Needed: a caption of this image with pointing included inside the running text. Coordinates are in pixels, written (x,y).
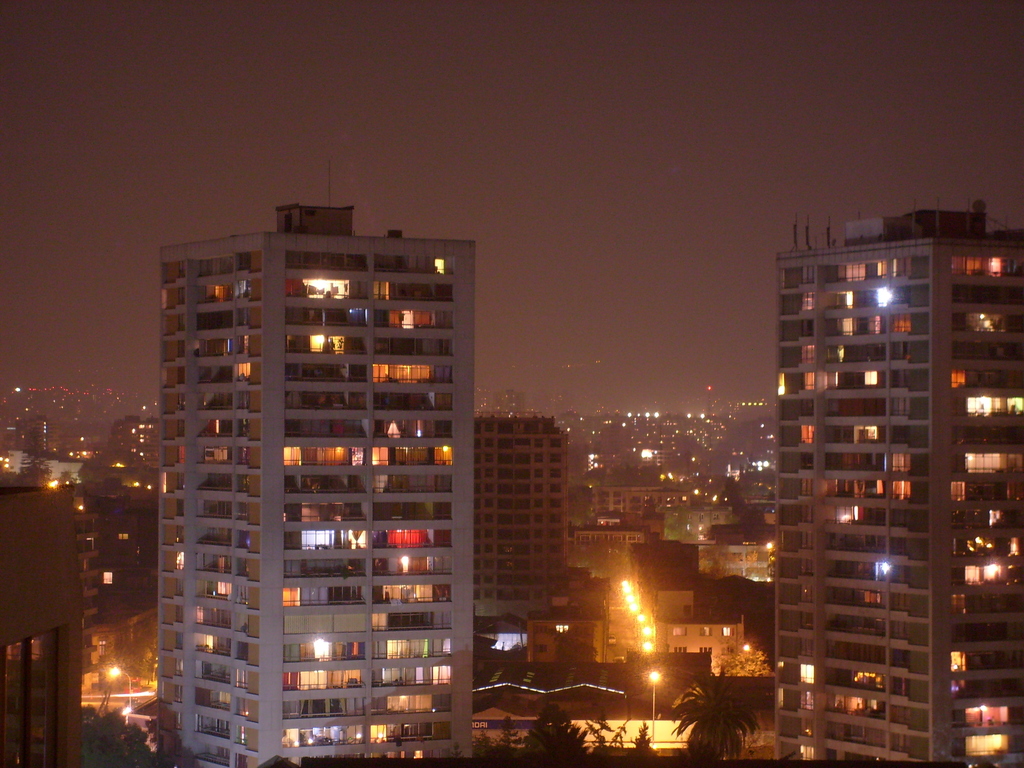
In this picture, we see the buildings (422,683), street lights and trees (731,709). On the right side (892,708), we see a building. There are buildings (646,518) and lights (758,463) in the background (578,416). At the top (514,122), we see the sky (455,199). This picture is clicked in the dark.
